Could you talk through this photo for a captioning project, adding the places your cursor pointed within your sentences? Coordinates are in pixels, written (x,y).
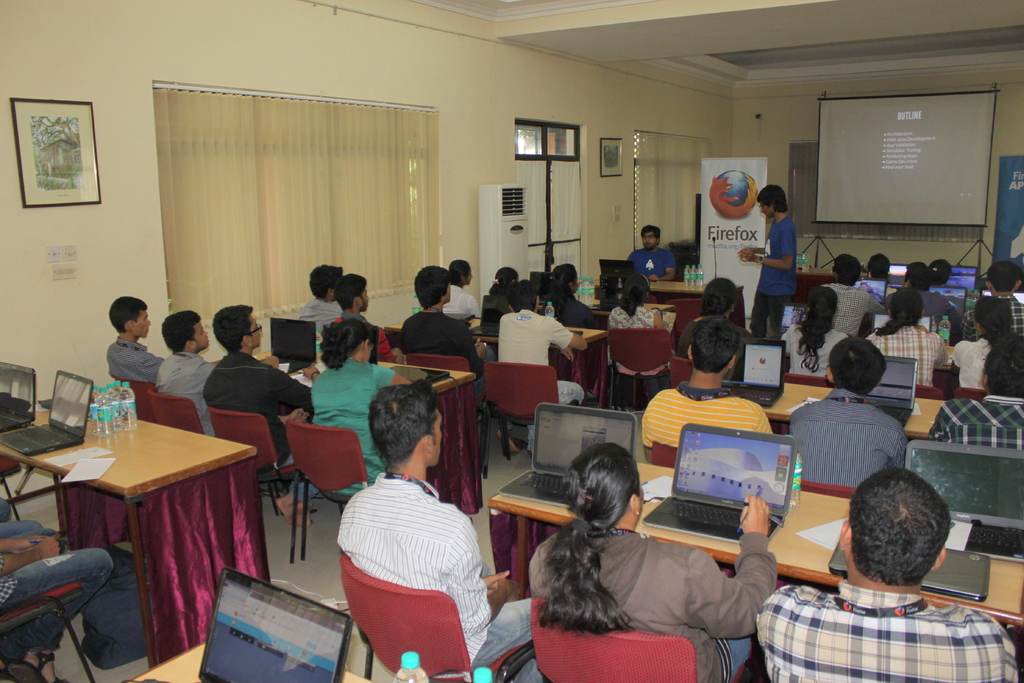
I think this is a meeting room (416,276) where all the people (329,306) are seated with their laptops (739,483) and there is a projector screen (837,138) and a person (759,300) standing and we see a hoarding (749,247) here.
